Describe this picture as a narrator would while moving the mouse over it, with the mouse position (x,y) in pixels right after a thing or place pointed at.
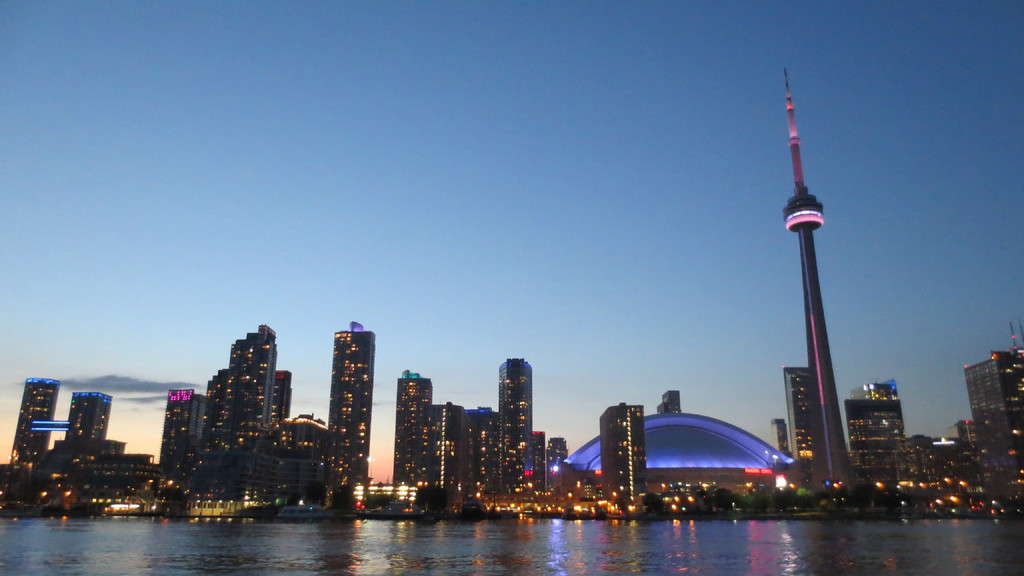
In the center of the image (348,372) there are buildings (618,450). On the right (837,463) we can see a tower (806,202). In the background (508,177) there is sky (366,188). At the bottom (77,558) there is water (427,545).
